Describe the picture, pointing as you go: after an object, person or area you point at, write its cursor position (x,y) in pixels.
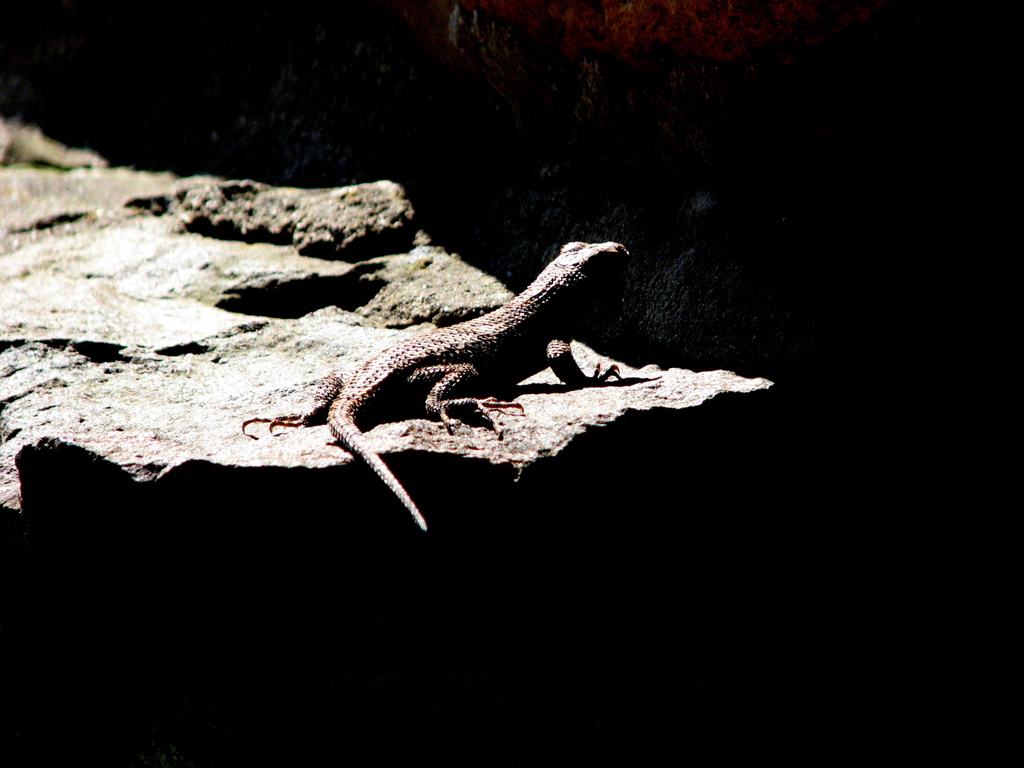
There is a lizard (435,392) on a rock (604,393). And the background (158,60) is dark in color.
